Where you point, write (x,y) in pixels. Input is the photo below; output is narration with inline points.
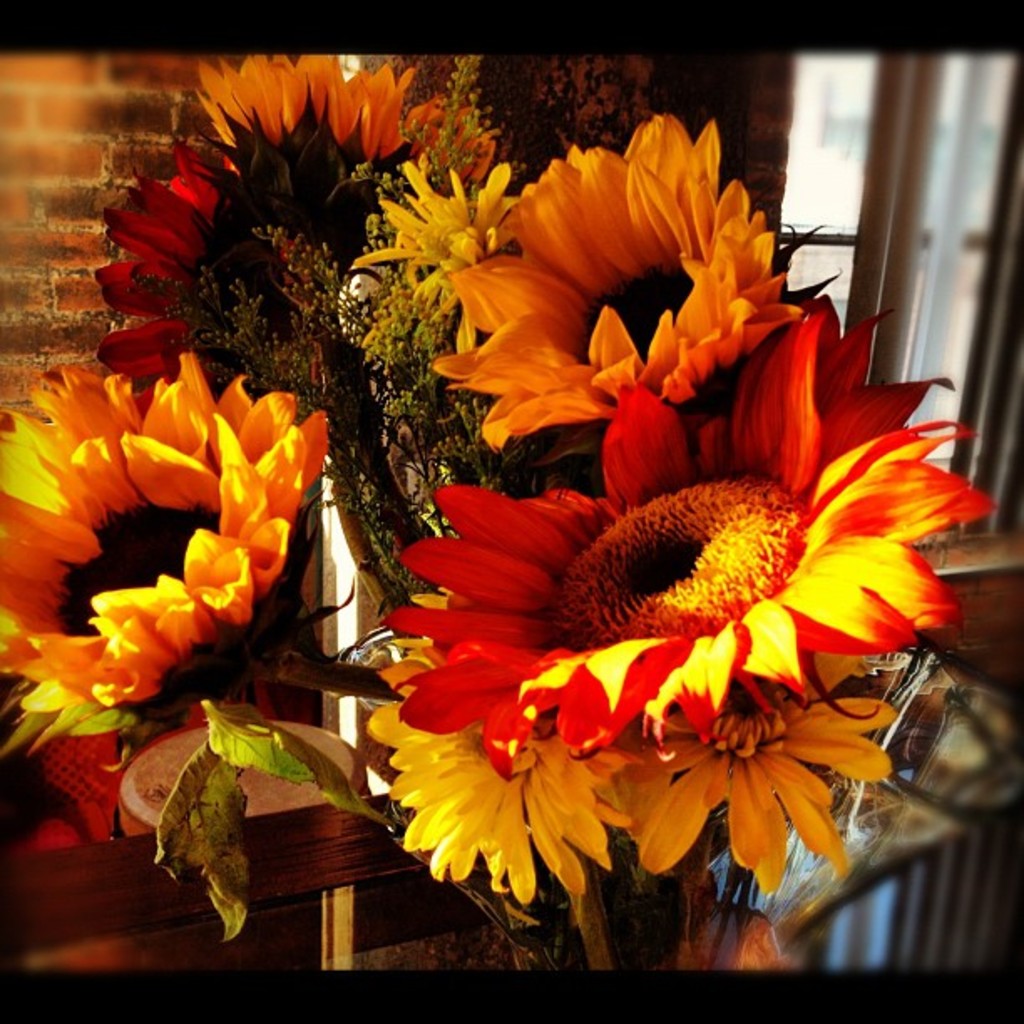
In the front of the image (868,728) there are flowers (447,820) in a vase (726,945). In the background of the image (900,265) it is blurry. We can see wall (197,63) and window (901,153).
